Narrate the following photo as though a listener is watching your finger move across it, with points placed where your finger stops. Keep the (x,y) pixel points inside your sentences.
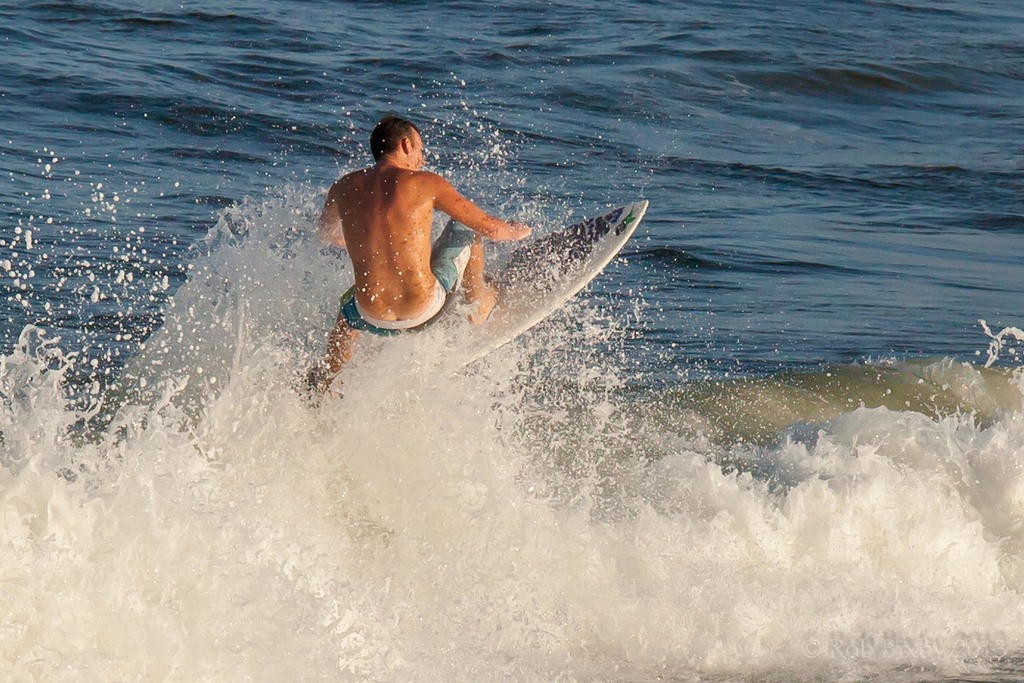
In the middle (362,321) I can see a person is surfing in the ocean (438,443). This image is taken during a day in the ocean (634,570).
